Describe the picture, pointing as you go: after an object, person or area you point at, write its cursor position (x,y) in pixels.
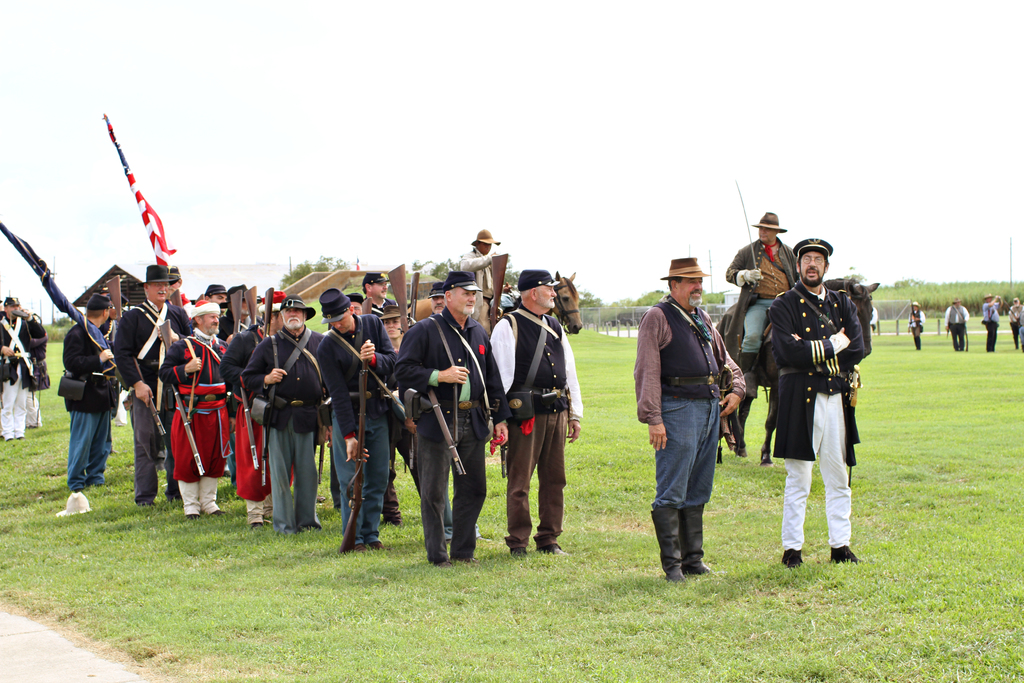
In this image, we can see a few people (539,289). We can see the ground (691,620) covered with grass (890,571). We can see some horses (848,282). We can see some flags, poles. We can see some plants (919,298), trees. We can see a shed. We can also see the sky (170,106).
